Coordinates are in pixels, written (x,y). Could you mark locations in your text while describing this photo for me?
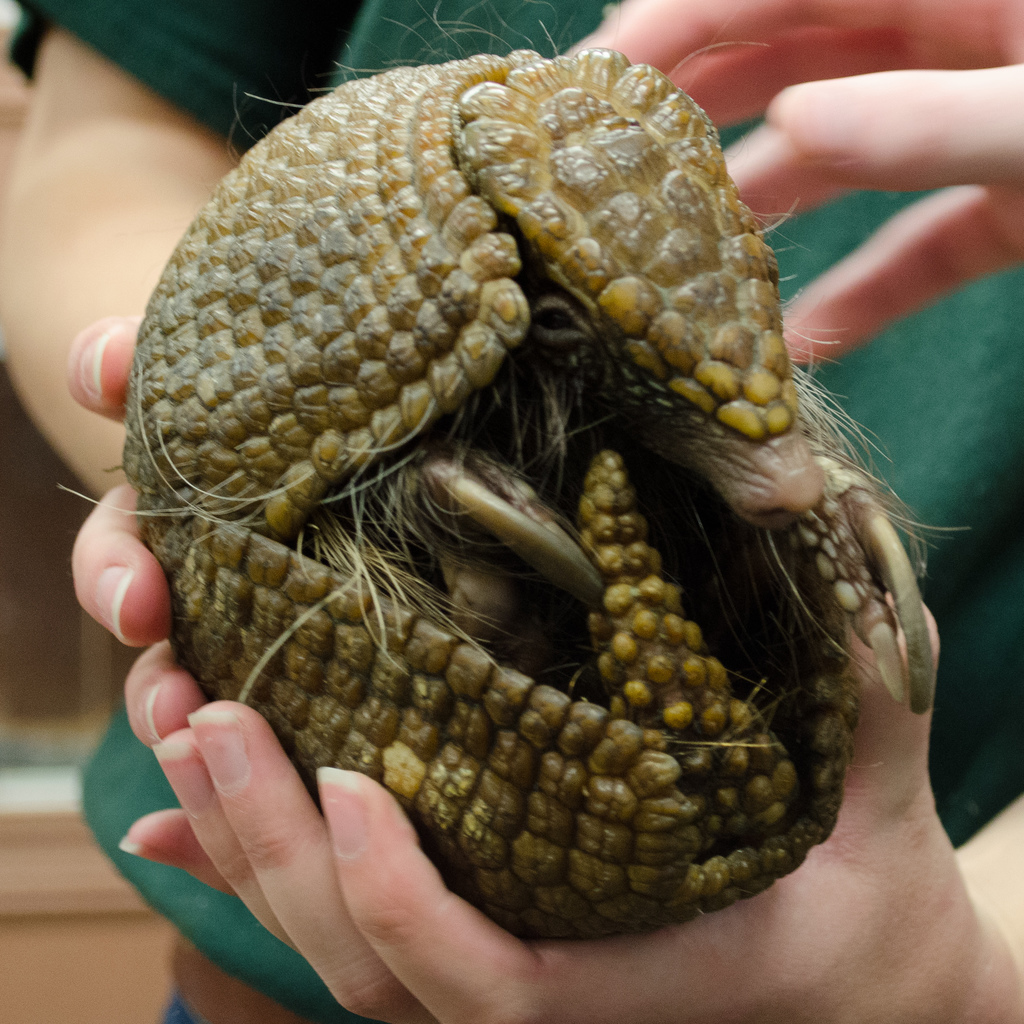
In this image I can see few people (963,83) are holding the animal (817,655) and it is in green, yellow and black color.
